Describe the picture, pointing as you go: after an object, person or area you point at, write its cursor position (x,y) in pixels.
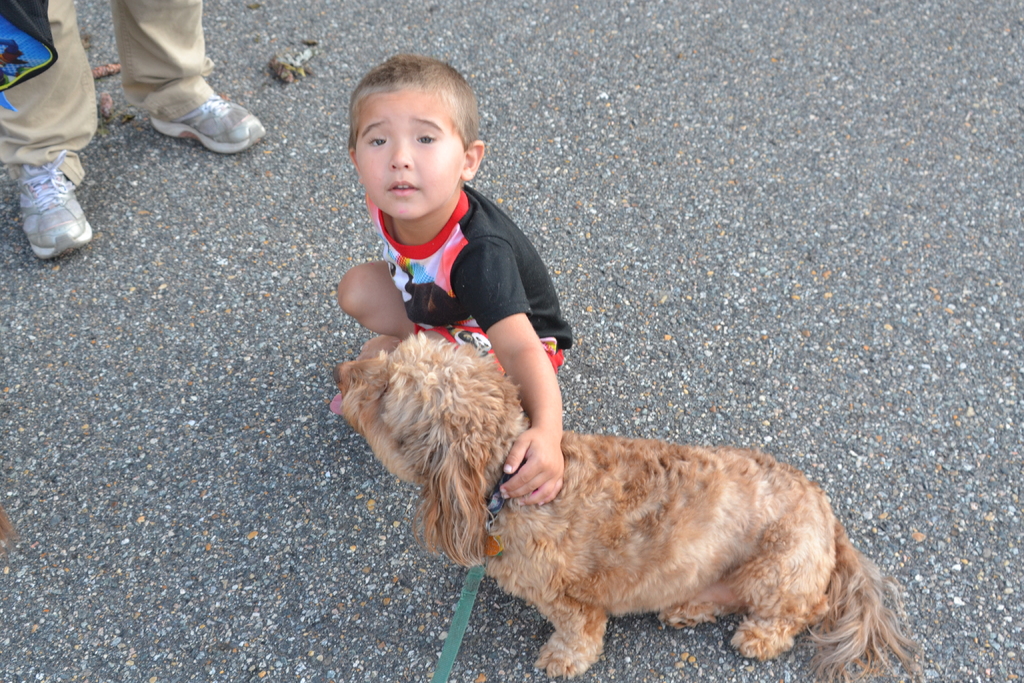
In this image i can see a man (26,101) is standing. A child (540,391) is sitting with a dog (461,412) on the road (263,242).
